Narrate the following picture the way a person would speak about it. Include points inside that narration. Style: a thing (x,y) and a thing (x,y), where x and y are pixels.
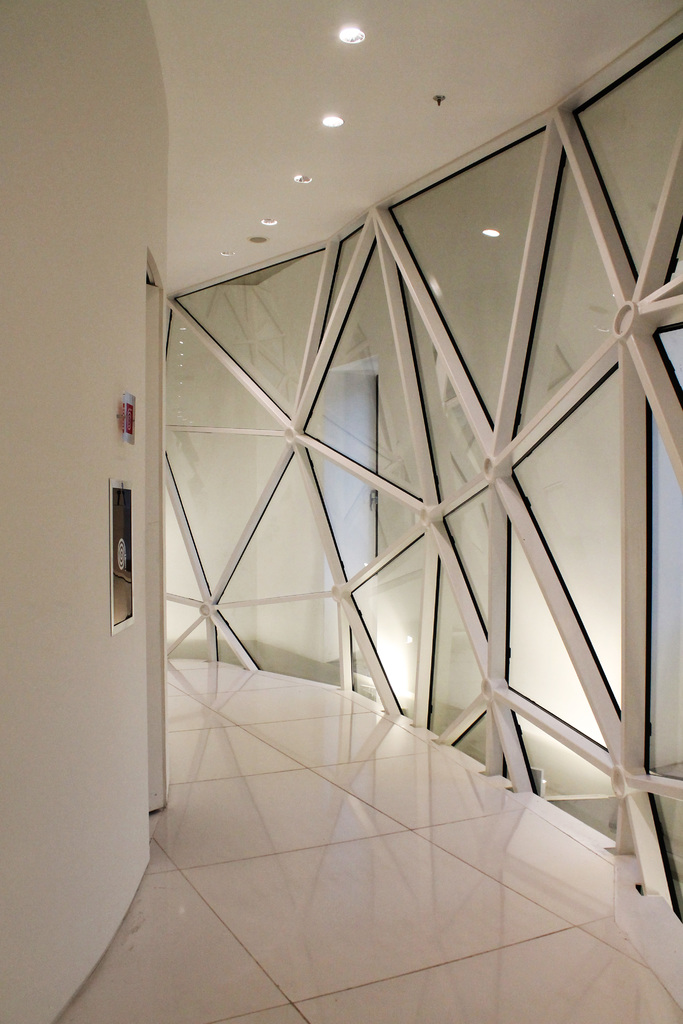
This picture is clicked inside the building (266,490). On the left corner of the picture (114,385), we see a white wall (114,802) with black color poster (117,569) pasted on it. On the right corner of the picture (547,528), we see glass windows (549,756). At the top of the picture (311,232), we see the ceiling (402,160) of the room (347,208) and at the bottom of the picture (552,874), we see white color tiles (222,833).
